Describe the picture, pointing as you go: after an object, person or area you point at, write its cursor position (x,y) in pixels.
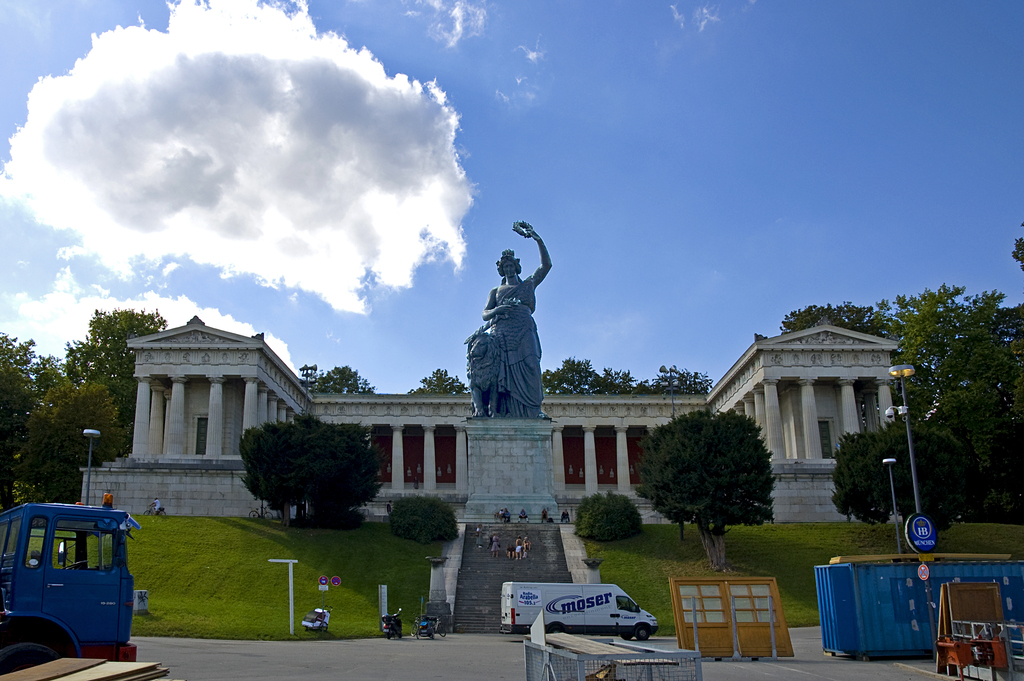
It is a mansion (588,397) and there is a large sculpture (513,284) in front of the mansion (446,469), around the sculpture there are plenty of trees (656,454) and grass (740,548) and in the front (489,564) there are many steps (543,558) and people (503,516) are walking on the steps (551,529) there are two vehicles (543,608) in front of the mansion (148,488) and also some vehicles (425,632) apart from that there are many different items (744,609) kept beside the vehicles (572,597), on the right side (925,562) there are pole lights (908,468) and in the background (623,107) there is a sky (709,113).
